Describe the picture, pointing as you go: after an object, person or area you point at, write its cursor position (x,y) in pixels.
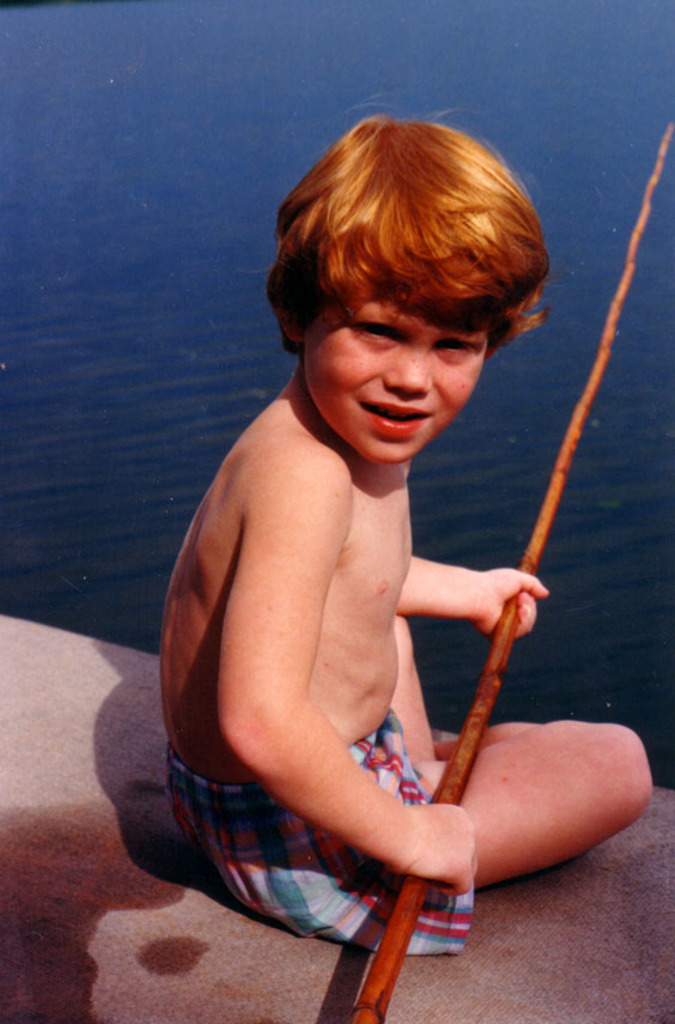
In this picture there is a small boy (409,209) in the center of the image (370,560), by holding a stick (483,679) in his hands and there is water (338,111) in the background area of the image (43,319), it seems to be, he is sitting on a dock (140,826).
